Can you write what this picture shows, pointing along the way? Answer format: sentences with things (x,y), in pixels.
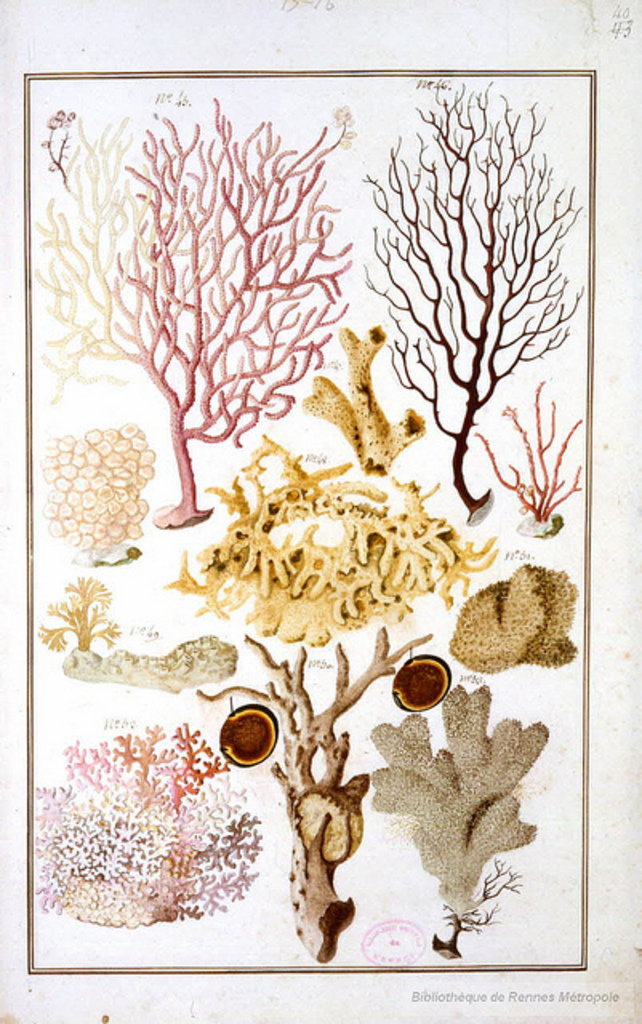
In this picture I can observe different types of corals (425,784) and sponges (417,787) in the paper (78,398). The paper (166,941) is in white color. I can observe a border (29,758) in this paper (471,65). The background (115,994) is in white color.
